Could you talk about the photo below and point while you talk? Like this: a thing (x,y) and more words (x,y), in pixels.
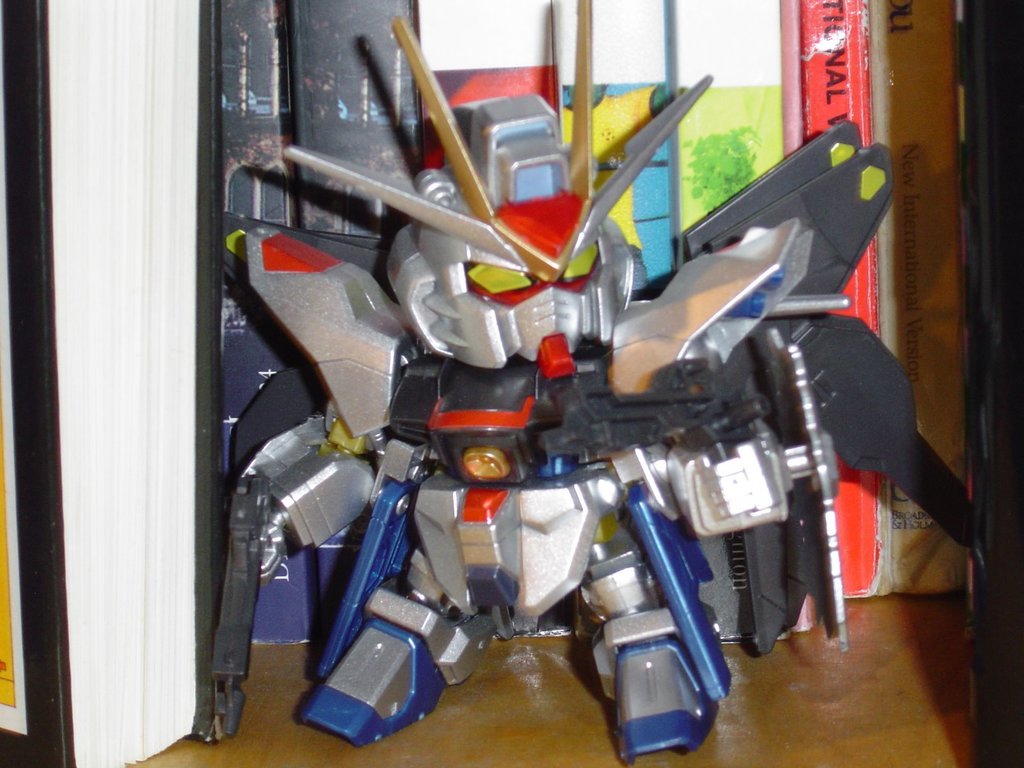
In this image there is a toy robot (567,388) in the center (598,360).
